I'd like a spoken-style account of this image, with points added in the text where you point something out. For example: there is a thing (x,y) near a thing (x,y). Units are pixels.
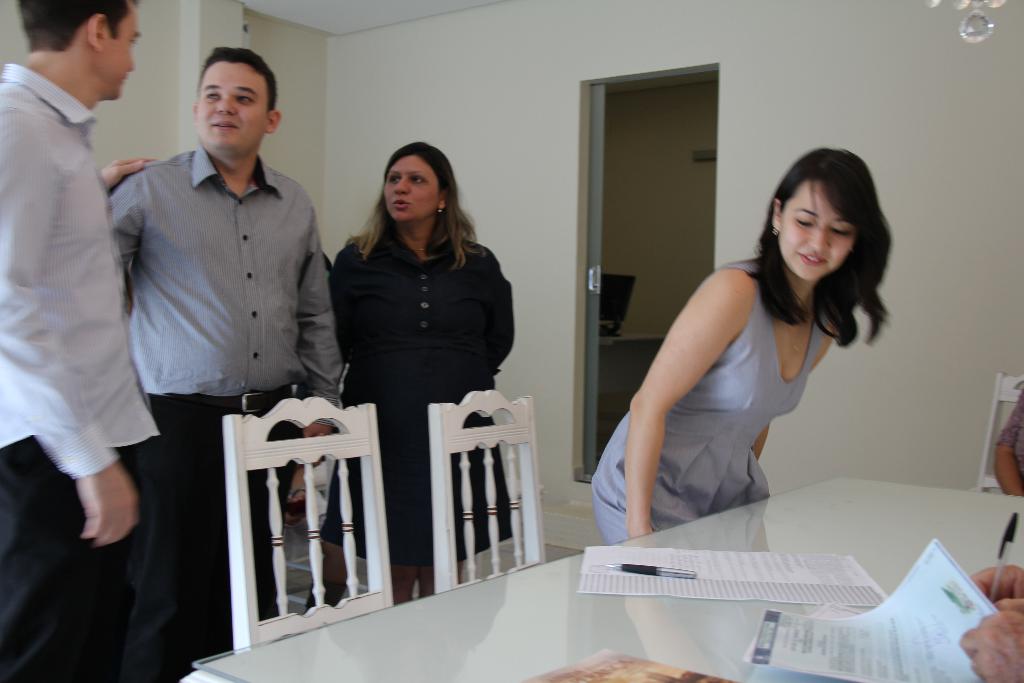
In this picture we can see four people (339,350) two men (238,267) and two women (420,264), these three people (413,353) are standing and this woman (718,283) is trying to sit on the chair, there is a table (837,517) in front of the woman (718,379), we can see one paper (673,590) and pen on the table (669,602), in the background (566,233) we can see a wall (519,81), on the right bottom corner of the image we can see hands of a person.
